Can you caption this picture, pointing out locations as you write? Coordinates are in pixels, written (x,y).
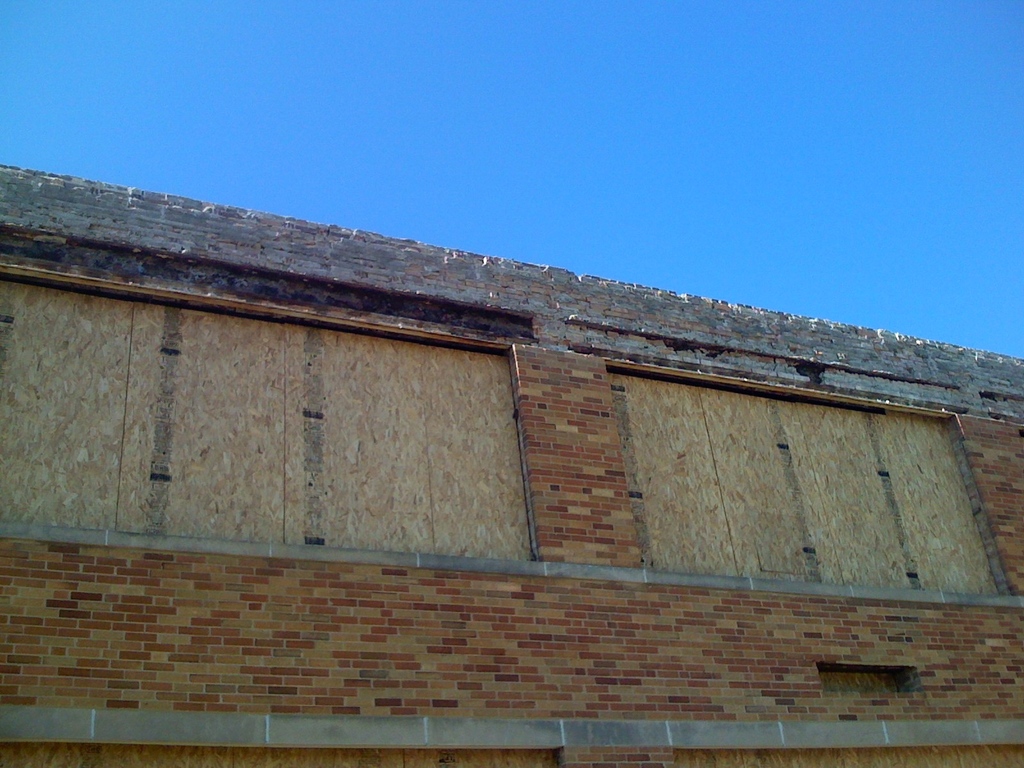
In the center of the image (427,474) we can see a wall (552,474). At the top (678,106) there is sky (572,116).
